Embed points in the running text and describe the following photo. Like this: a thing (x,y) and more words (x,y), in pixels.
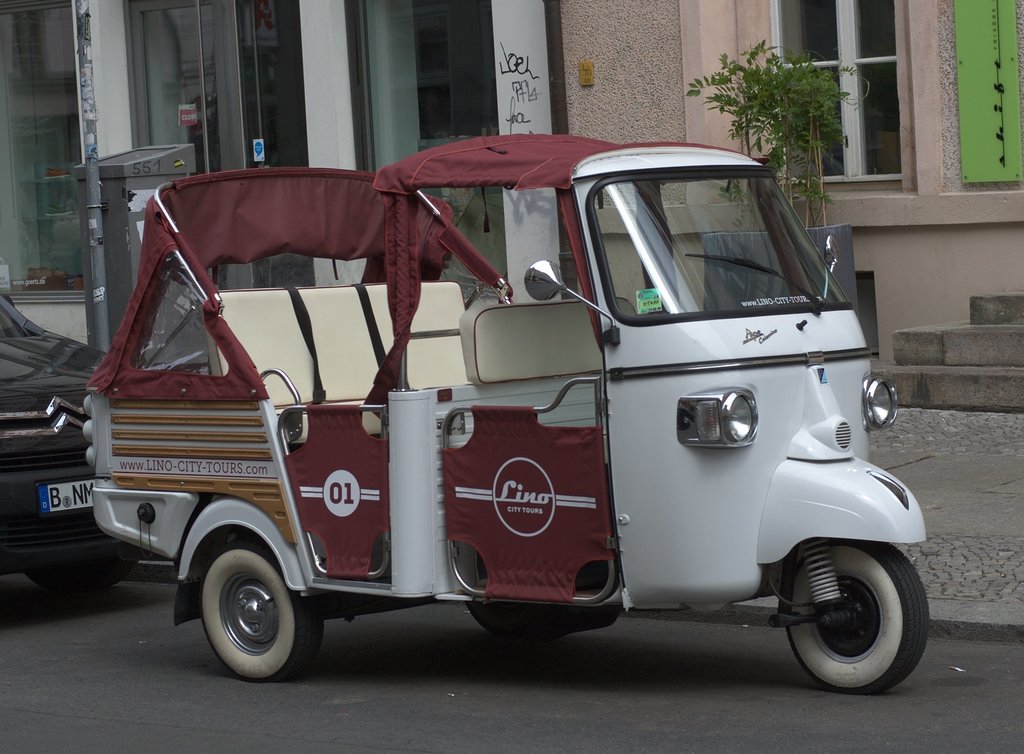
In this image, there are a few vehicles (140,468). We can see the ground (128,691). We can see the wall (618,24) with windows (814,15), some glass (170,114), posters (182,111) and also some objects (137,175). We can see a plant (827,134) in an object (841,243). We can see a pole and a few stairs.
